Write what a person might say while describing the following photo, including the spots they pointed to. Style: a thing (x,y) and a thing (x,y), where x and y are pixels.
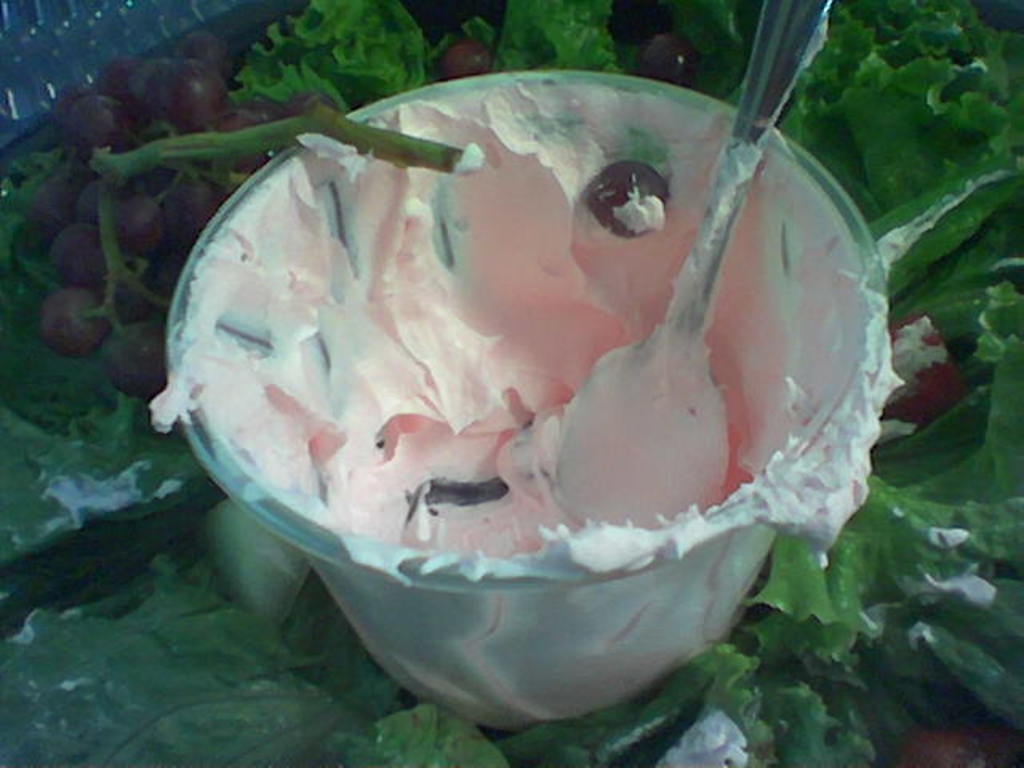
Here in this picture we can see ice cream (508,324) present in a cup (485,374) and we can also see a spoon (630,382) in it and beside that we can see grapes (203,118) and some leaves (642,715) present over there.
